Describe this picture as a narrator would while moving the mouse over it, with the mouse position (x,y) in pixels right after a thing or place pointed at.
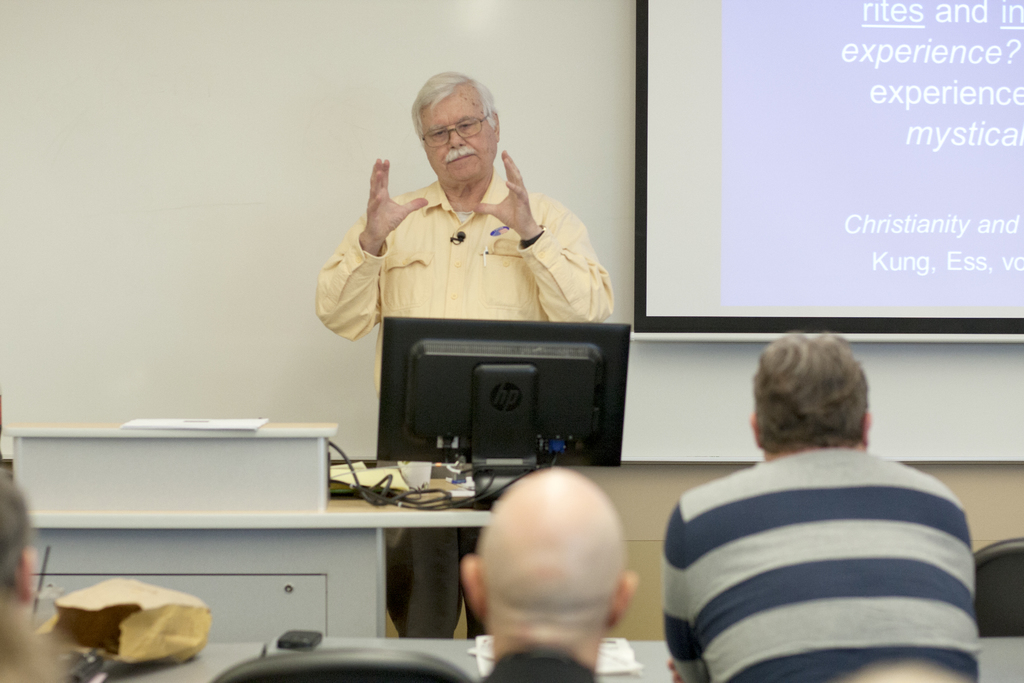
This persons (604,628) are sitting on a chair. This person (484,129) is standing. In-front of this person (504,315) there is a table (464,514). On a table (417,517) there is a monitor (469,433) and cables (406,489). This is screen (767,212) attached to a wall (549,17). On this table (420,641) there is a paper wrap cover (155,629) and papers (608,657).
